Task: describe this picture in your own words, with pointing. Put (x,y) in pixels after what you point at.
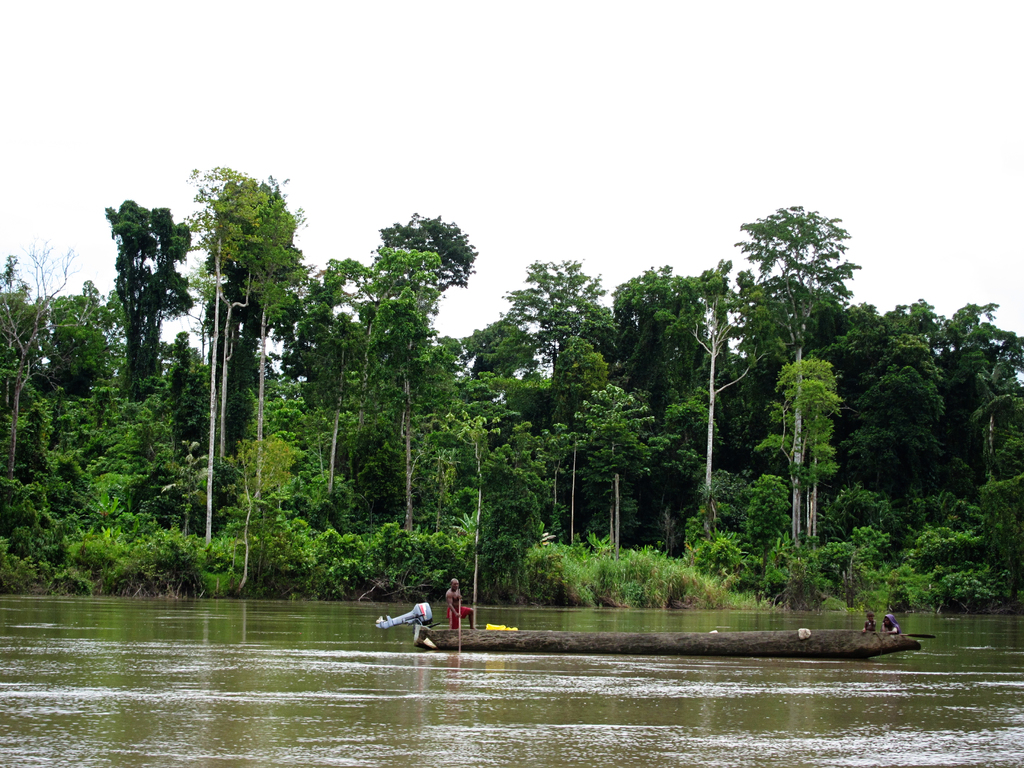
In this image I can see the lake (366,653) in the middle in which I can see a boat (568,645), on the top of boat (498,634) I can see persons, beside the lake (481,624) there are trees (692,517), bushes (310,532), plants (521,532) visible, at the top (374,184) there is the sky (542,58) visible.
